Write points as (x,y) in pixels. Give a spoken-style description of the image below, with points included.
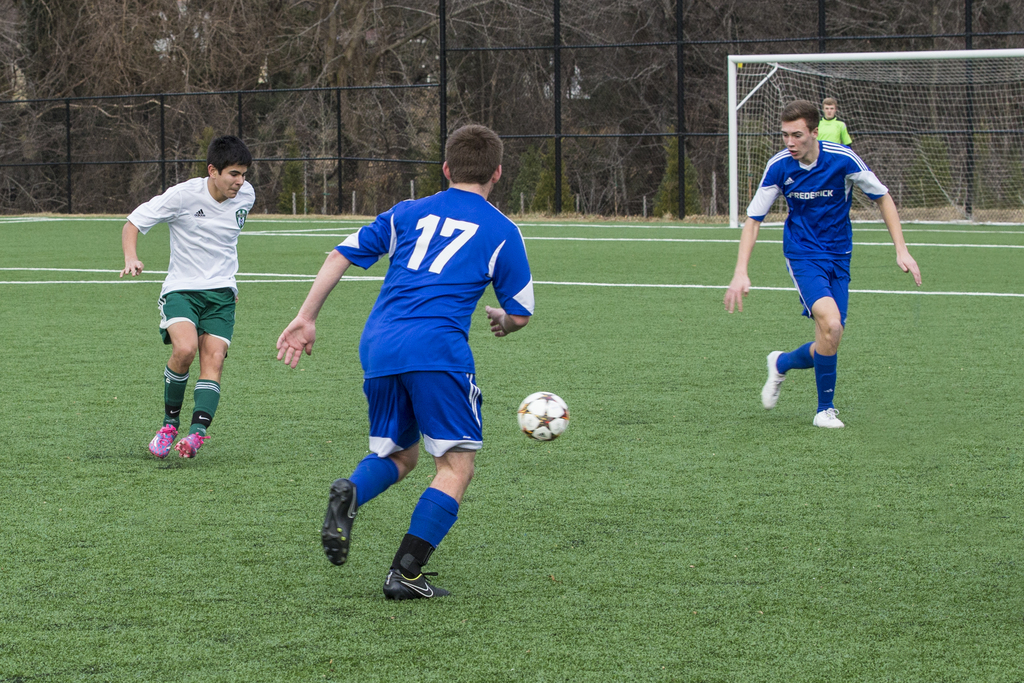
In this picture we can see a ball (534,417), three people (422,328) on the ground (793,410) and in the background (288,257) we can see the grass (544,247), football net (872,66), person (825,118), fence (894,66) and trees (127,115).
